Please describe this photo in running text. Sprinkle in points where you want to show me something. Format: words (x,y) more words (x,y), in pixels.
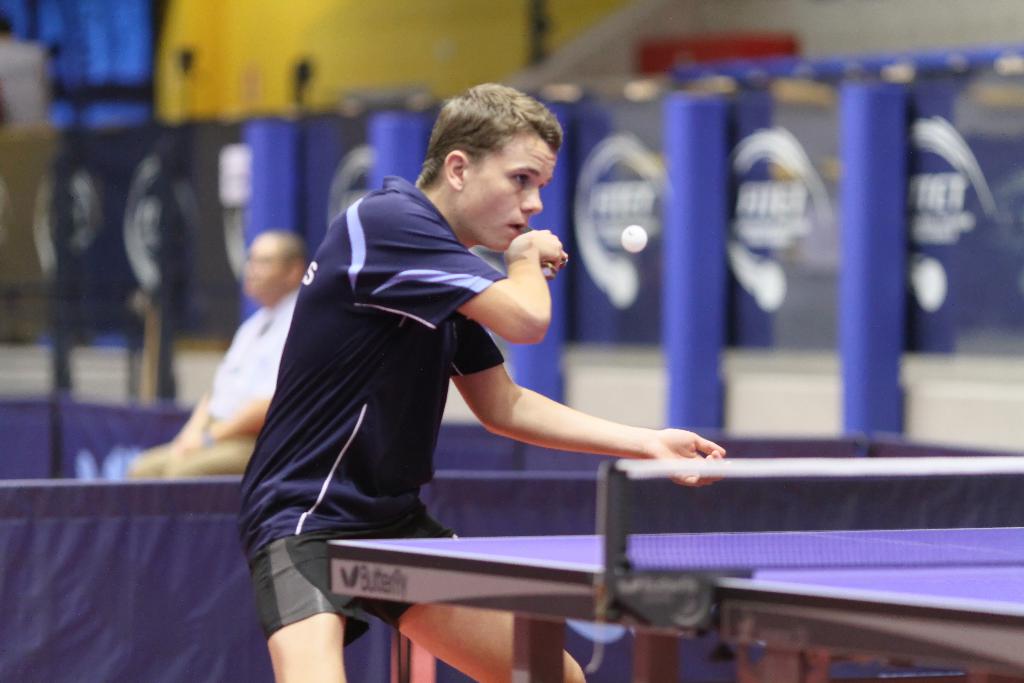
Men (375,263) in blue t-shirt (376,382) is playing table tennis. Behind him, we see a man (255,358) in white shirt (227,398) is sitting on chair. Behind him, we see a sheet (62,426) which is blue in color and on background (874,79), we see blue board (262,138) and yellow wall (420,44).
